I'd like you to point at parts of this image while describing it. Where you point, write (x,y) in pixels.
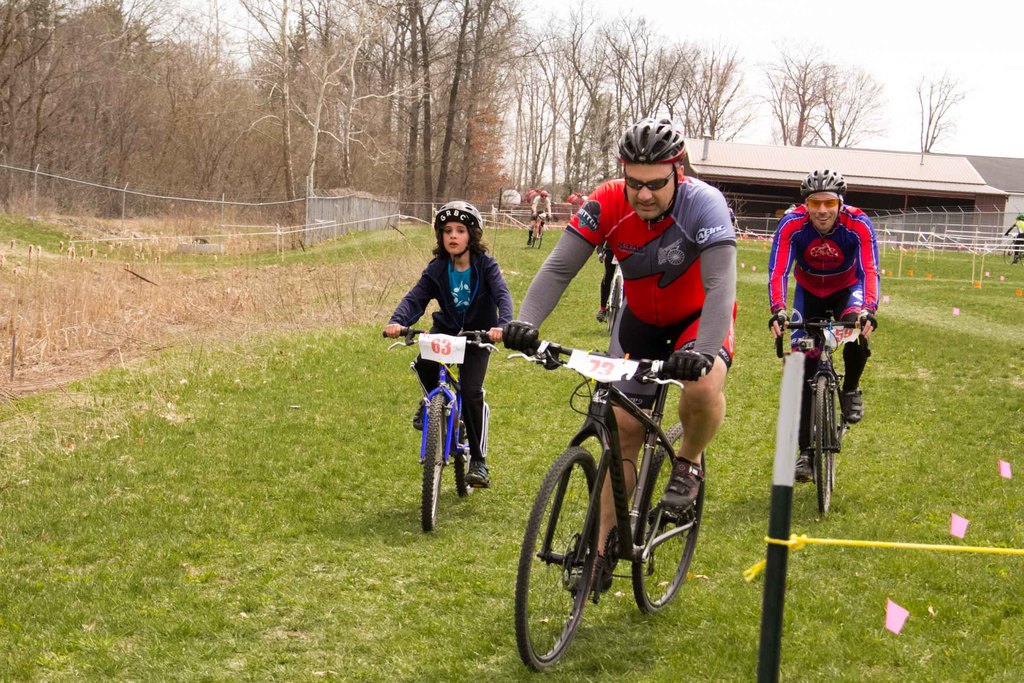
In the picture we can see some people (692,269) are riding a bicycle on the grass surface (916,384) wearing a helmet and in the background (877,121) also we can see a grass surface (928,387) and a horse shed (991,182), trees (865,110) and sky (888,111).
